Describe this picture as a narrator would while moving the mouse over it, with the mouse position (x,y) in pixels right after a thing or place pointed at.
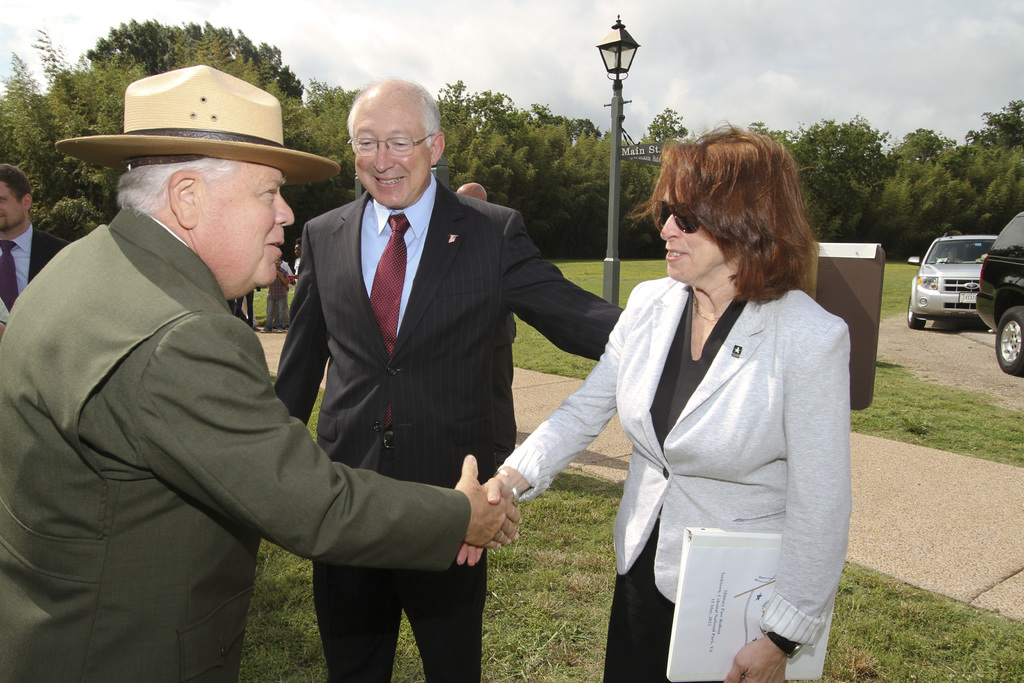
In this image I can see a person (199,515) wearing green colored dress (153,478) and cream colored hat (231,143) and a woman (694,395) wearing black colored dress (671,379) and white colored jacket (713,437) are standing and shaking hands (485,487). In the background (483,278) I can see few persons (425,253) wearing shirts (26,266), tie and blazers (354,273) are standing, the road (888,509), some grass (600,635), few vehicles (944,305) on the road (980,334), a pole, few trees (603,178) and the sky (745,54).
